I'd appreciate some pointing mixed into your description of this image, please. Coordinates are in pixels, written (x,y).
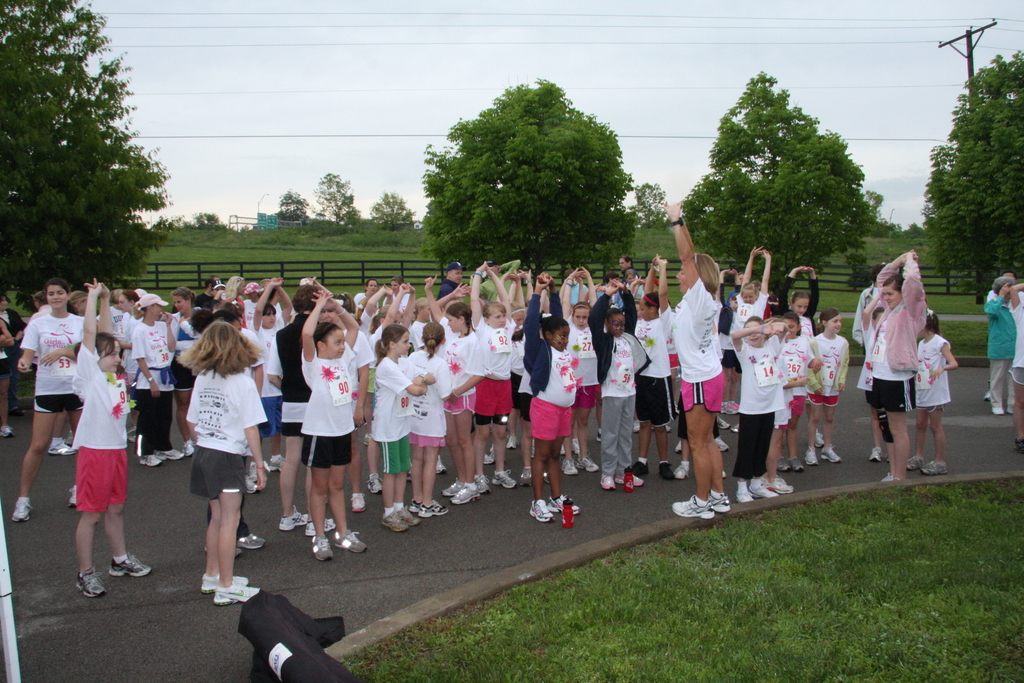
In this image there are few kids (526,390) standing on the road (471,554). Right bottom there is grassland (750,616). Right side (1003,312) there are few persons (1004,411) standing on the road (1008,429). Background (35,136) there are few trees (88,276) on the grassland (286,266) having a fence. Right side (962,26) there is a pole (970,42) connected with wires (180,136). Top of the image (315,106) there is sky (248,120).
